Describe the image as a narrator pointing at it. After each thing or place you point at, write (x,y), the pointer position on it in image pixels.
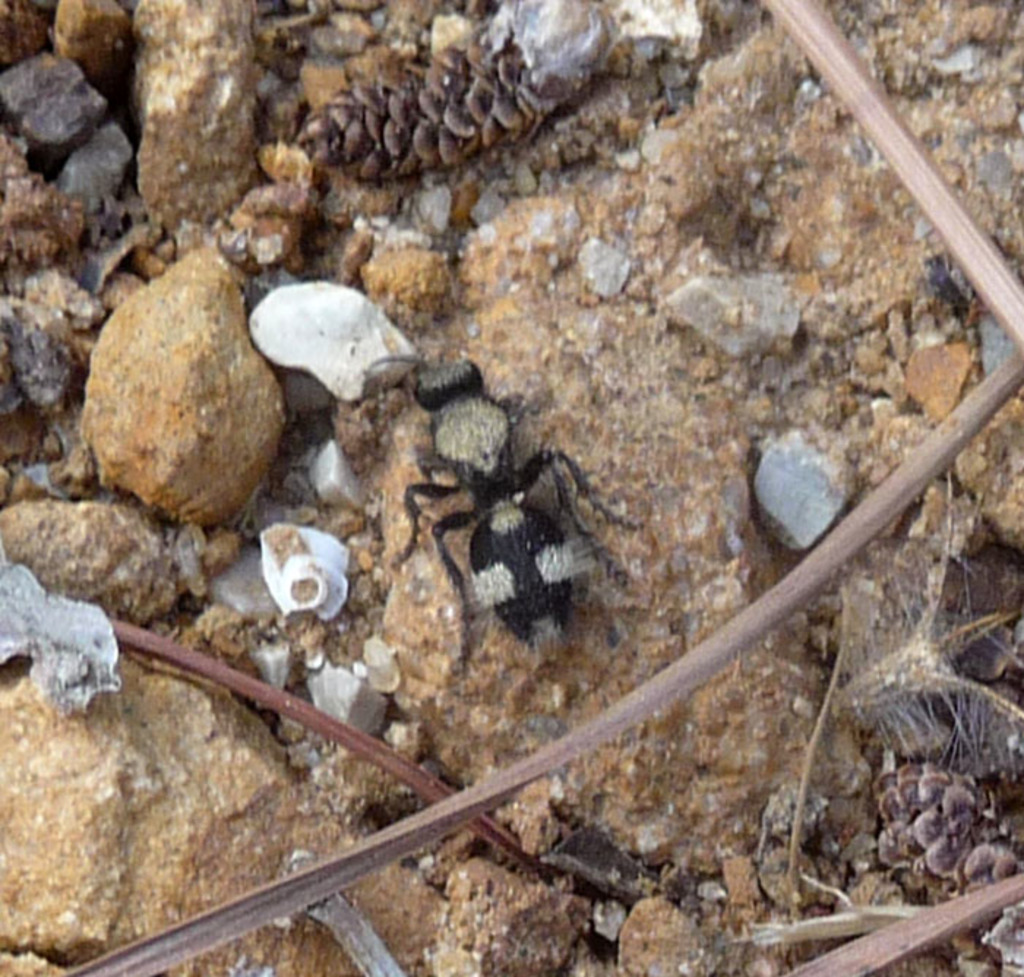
In this image we can see an insect (454,573) on the ground (618,483). We can also see some stones (241,480) and dried stems (728,658).
